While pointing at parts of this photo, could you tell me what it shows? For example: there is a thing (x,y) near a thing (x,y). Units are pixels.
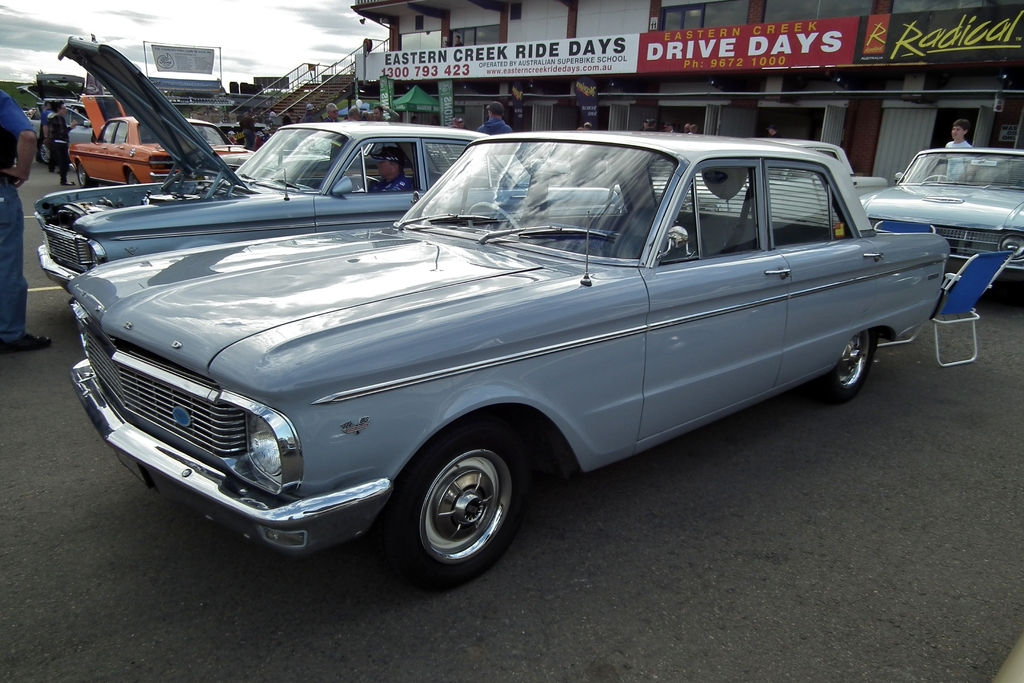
In the picture we can see some vintage cars (172,132) which are parked on the road (91,450) and behind it also we can see some cars (138,181) which are orange in color and some building (972,79) with shops (960,68) and some people (960,135) standing near it and in the background (209,38) we can see a sky (116,38) with clouds (30,45).
